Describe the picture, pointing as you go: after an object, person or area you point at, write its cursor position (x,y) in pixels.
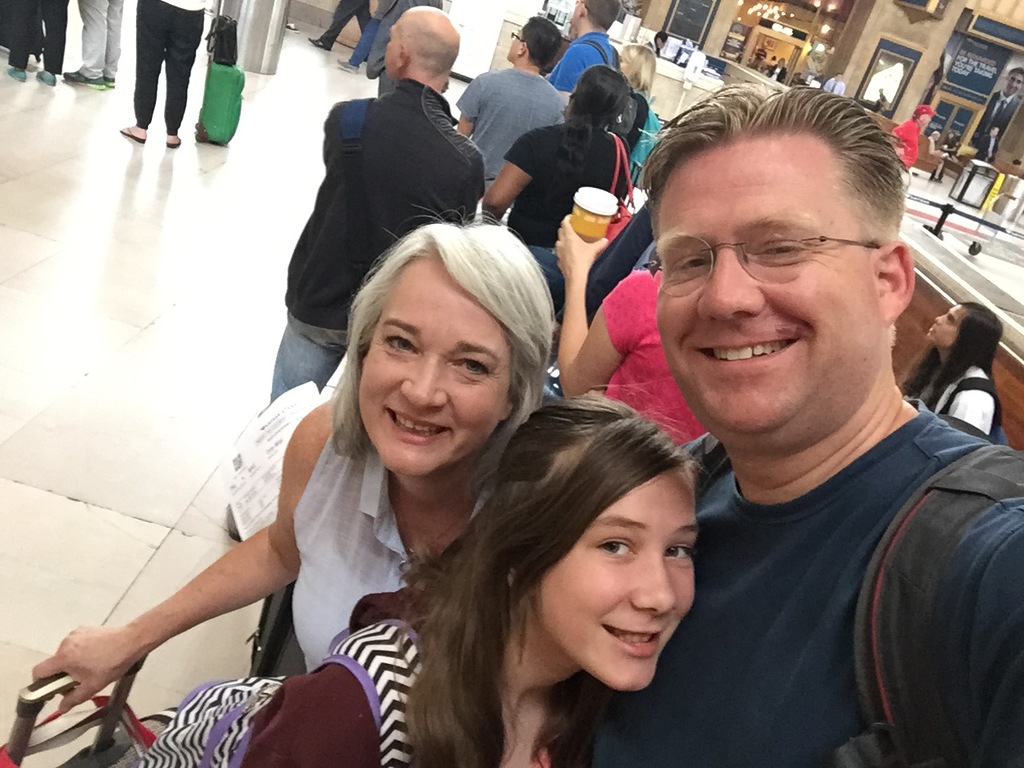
There are three people (517,509) taking selfie inside an airport (51,229) and behind these people (526,295) there are many other passengers (554,108) and behind them there are some counters (734,71) and stores (766,25).
